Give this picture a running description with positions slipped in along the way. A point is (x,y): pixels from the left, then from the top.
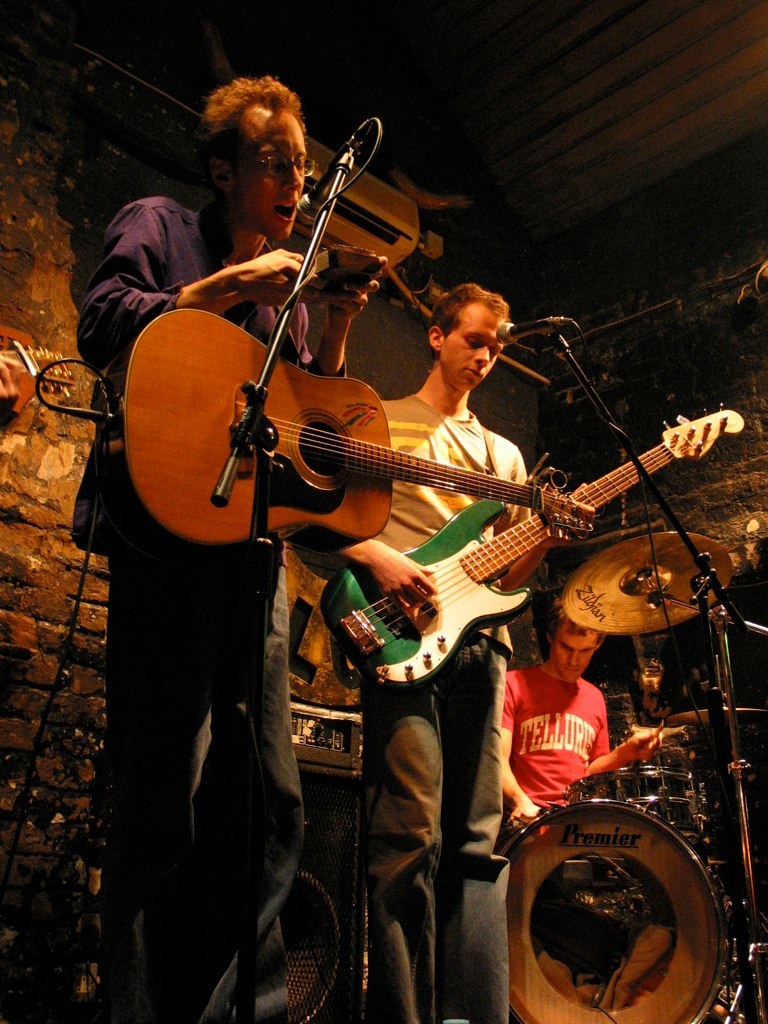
In this image there are people (535,675) who are playing musical instruments (190,475). There are guitars (492,552), drums (549,829) and mikes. There is a wall (749,786) in the background (48,612). There is an AC (338,216) on the top (407,205).
